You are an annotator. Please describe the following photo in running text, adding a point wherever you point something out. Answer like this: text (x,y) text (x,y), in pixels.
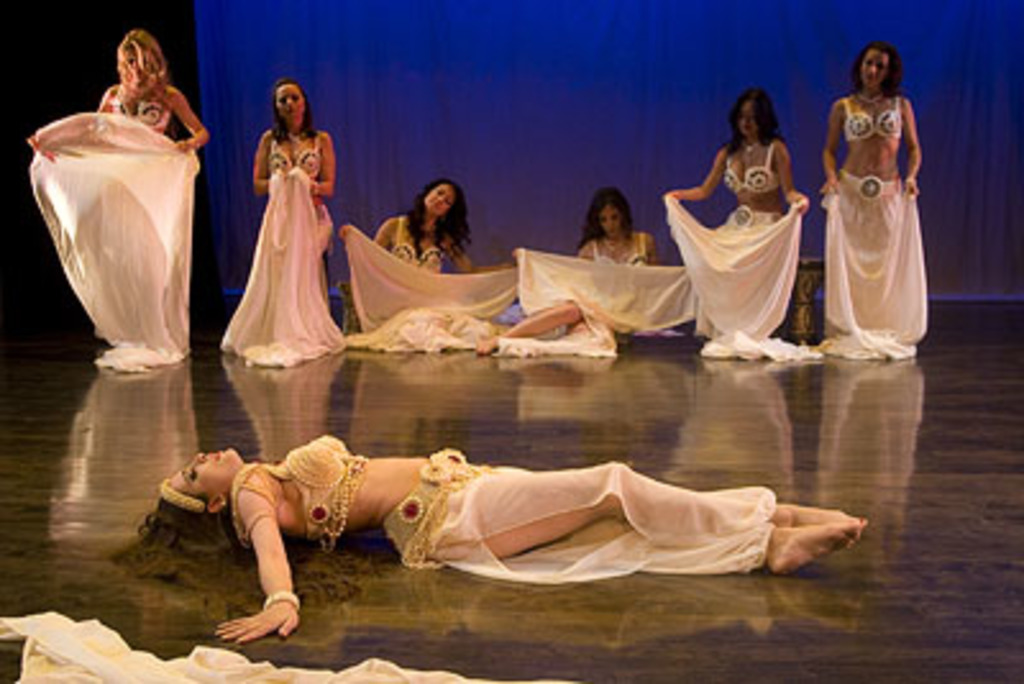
Here I can see few women (608,572) on the stage (483,576). It seems like they are dancing. In the foreground (241,490) I can see a woman (350,519) is laying on the floor (521,618). Beside her I can see a white color cloth (132,660). In the background (350,233) there are six women (444,237), two are sitting on the floor (473,350) and remaining are standing. Everyone is holding white color clothes (116,221) in their hands (188,148). In the background (440,79) I can see a blue color curtain (606,57).
